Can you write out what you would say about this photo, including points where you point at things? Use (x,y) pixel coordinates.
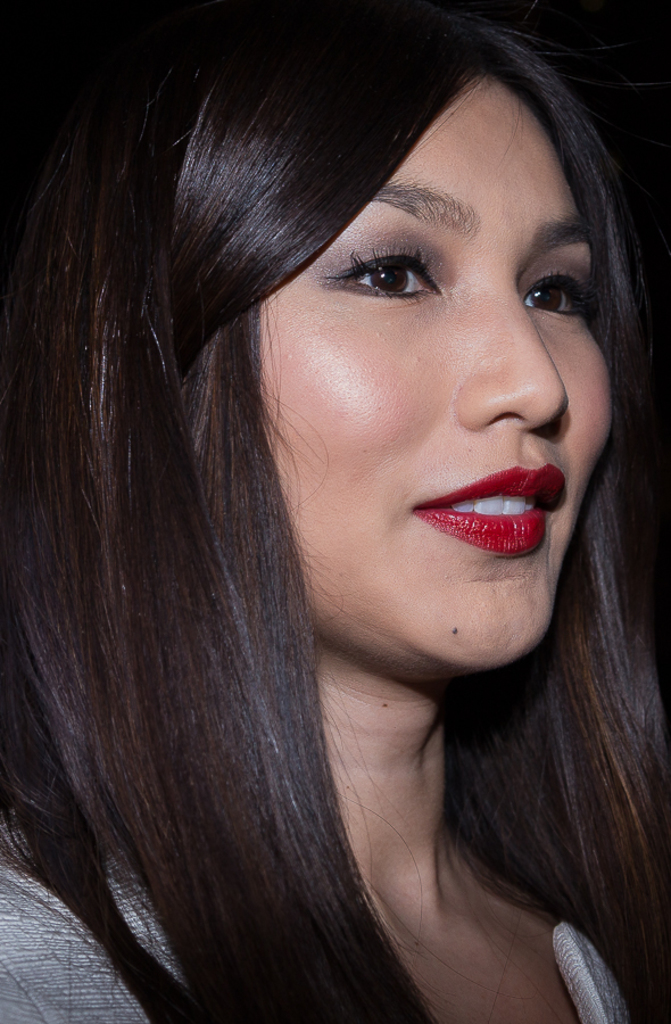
In the image in the center (299,609), we can see one woman (344,682) smiling, which we can see on her face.
